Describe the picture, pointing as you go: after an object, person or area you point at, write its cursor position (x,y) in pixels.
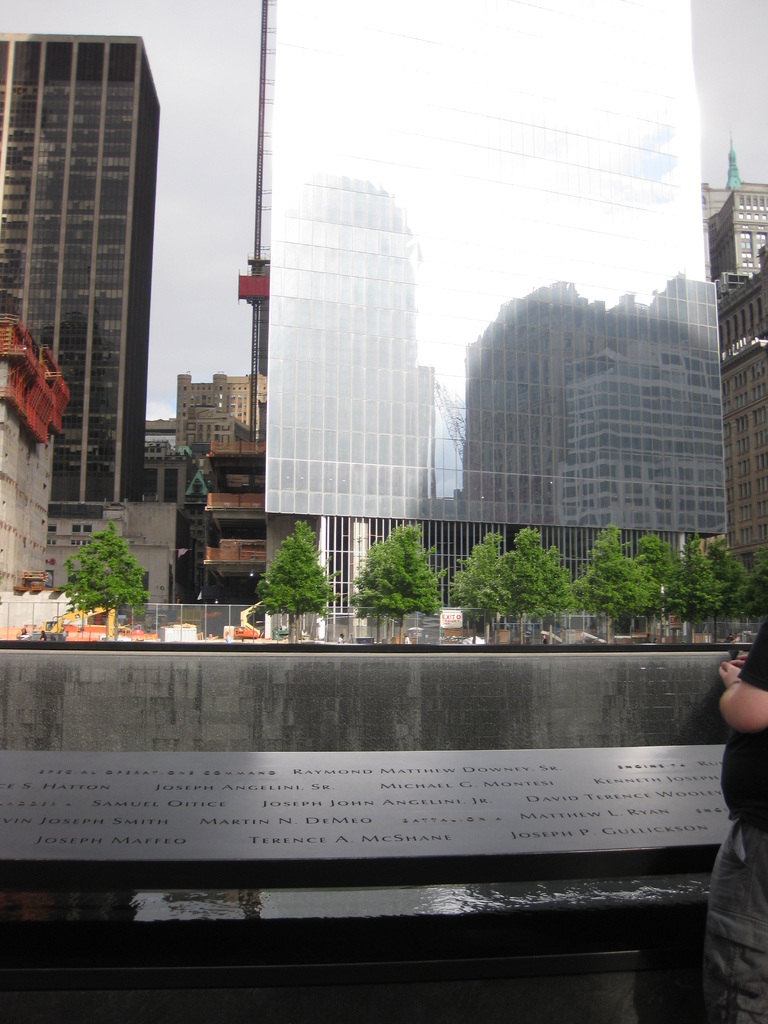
In this image there are few buildings (189,584), trees (283,591), a fence (179,632), a nameplate (305,771) with some names (696,827), a person (738,844) and the sky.
